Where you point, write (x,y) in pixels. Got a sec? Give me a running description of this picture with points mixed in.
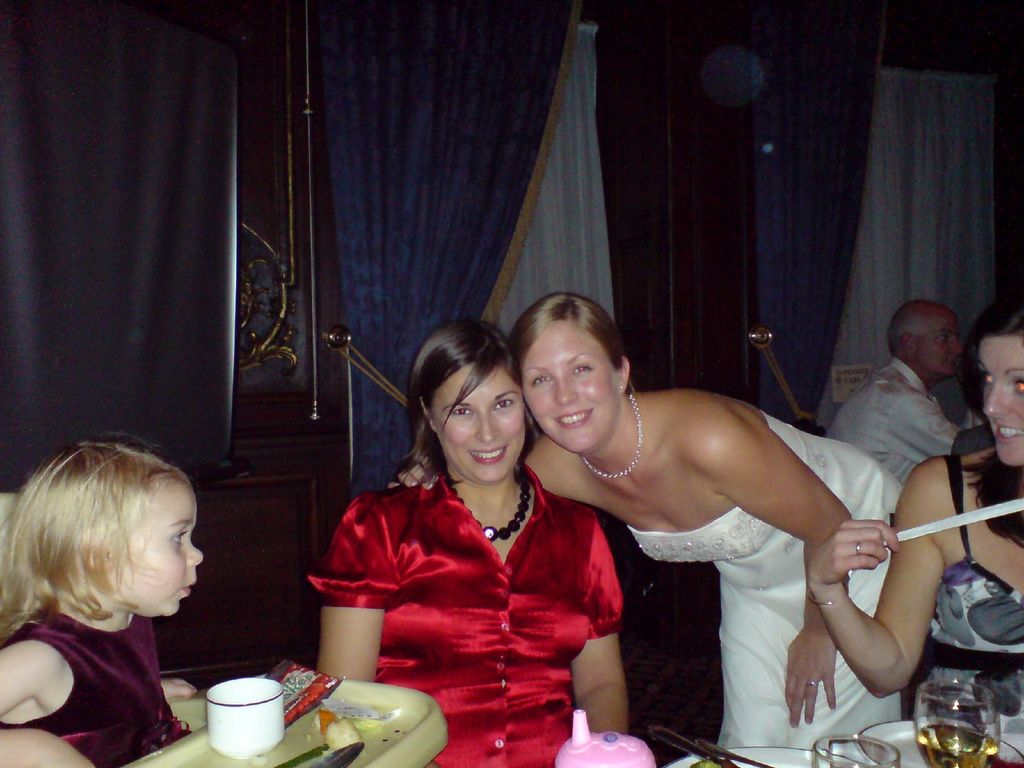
In the picture I can see a woman (489,536) wearing a red color dress (474,706) is sitting and a woman (628,516) wearing a white color dress (716,564) is standing, here I can see a baby (136,751) sitting on the baby chair (195,717) and on the right side of the image (946,470) we can see two more persons (1011,625). The background of the image (817,166) is dark, where we can see the curtains (889,121) and a door (343,374).
